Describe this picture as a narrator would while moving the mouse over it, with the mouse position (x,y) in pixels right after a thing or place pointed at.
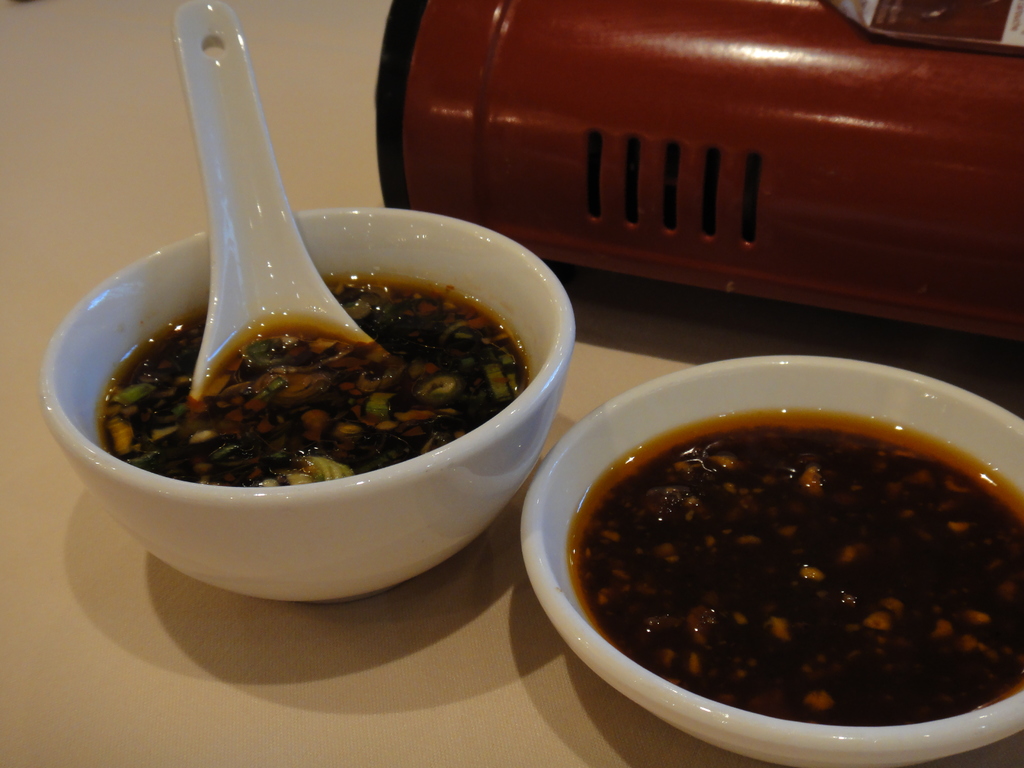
On the table (129,754) I can see the cups (622,440) and red color objects (950,289). In that cups (888,383) I can see the soup (791,544). On the left cup (482,431) I can see the soup (369,379) and spoon (213,243).
